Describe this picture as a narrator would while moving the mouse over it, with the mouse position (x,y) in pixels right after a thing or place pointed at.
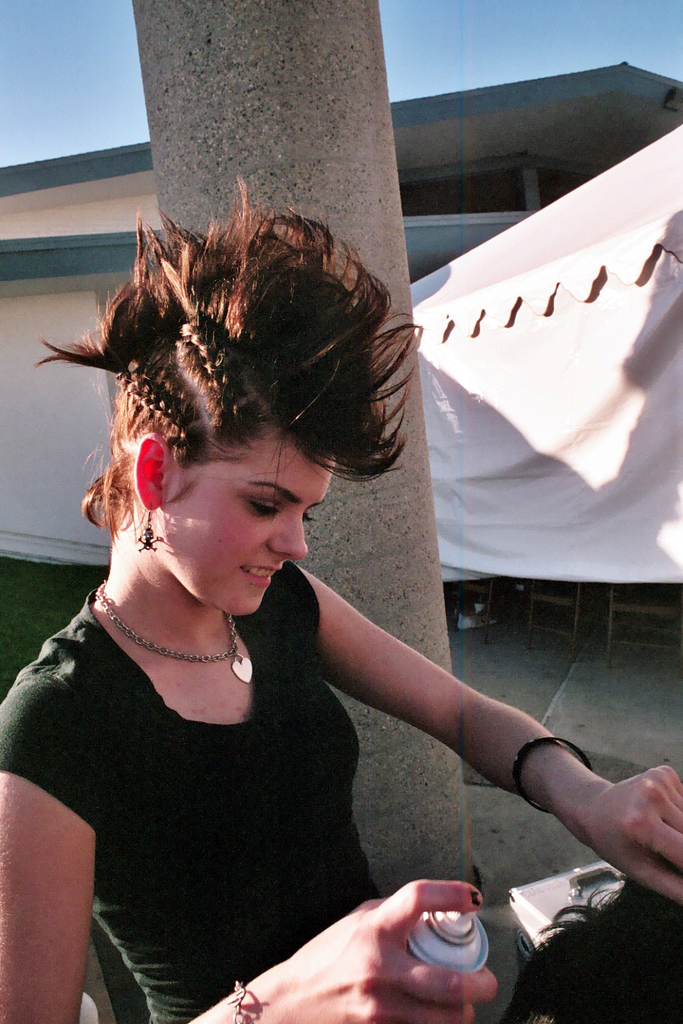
In this picture we can see a woman (207,769) is holding a spray (412,944) in the front (255,561), there is a pillar (271,15) in the middle (369,529), in the background (406,113) we can see a building (465,204) and a cloth (478,364), there is the sky (103,131) at the top of the picture (82,99).
